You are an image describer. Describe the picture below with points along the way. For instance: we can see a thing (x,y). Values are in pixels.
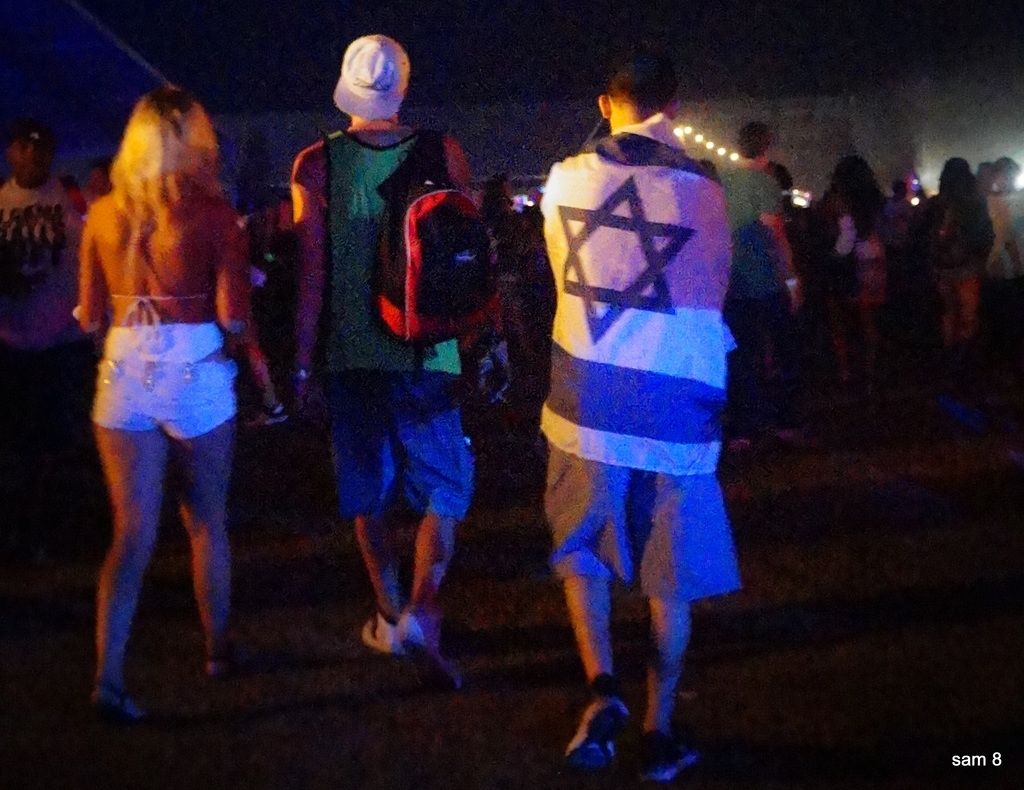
In this image, we can see people (457,342) and some are wearing bags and some are wearing caps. At the bottom (822,639), there is ground (905,701) and we can see some text (980,762). At the top (706,149), there are lights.
